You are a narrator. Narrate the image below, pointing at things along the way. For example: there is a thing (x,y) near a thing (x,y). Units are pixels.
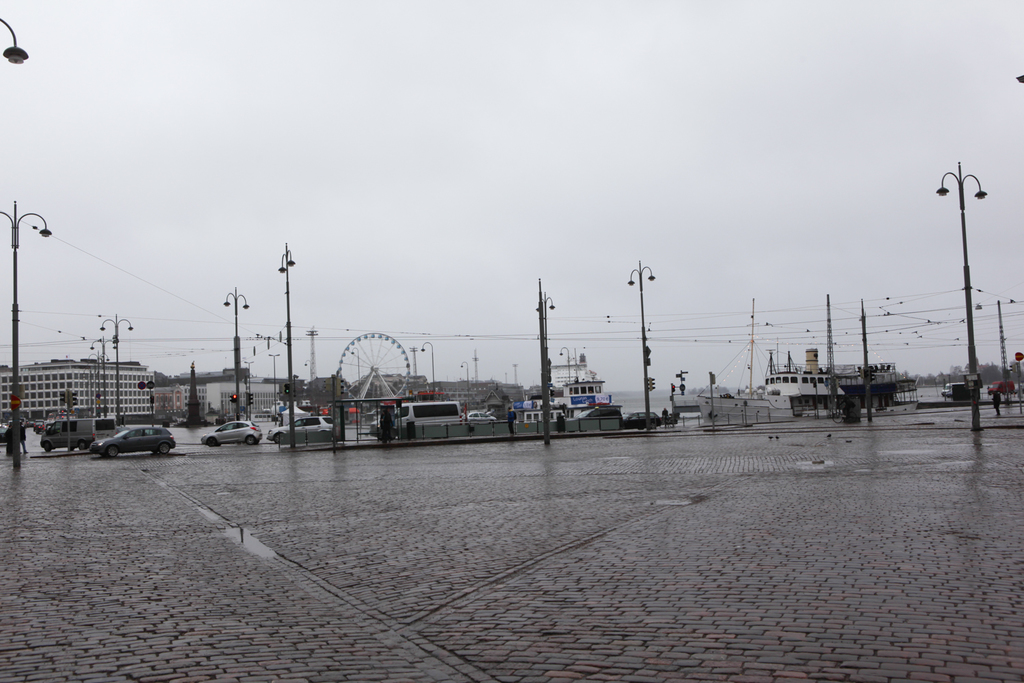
In this picture I can see vehicles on the road (332,451), there are poles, lights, cables (281,343), buildings (399,384), trees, there is a Ferris wheel (399,384), those are looking like ships (813,359), and in the background (484,166) there is sky (451,149).
